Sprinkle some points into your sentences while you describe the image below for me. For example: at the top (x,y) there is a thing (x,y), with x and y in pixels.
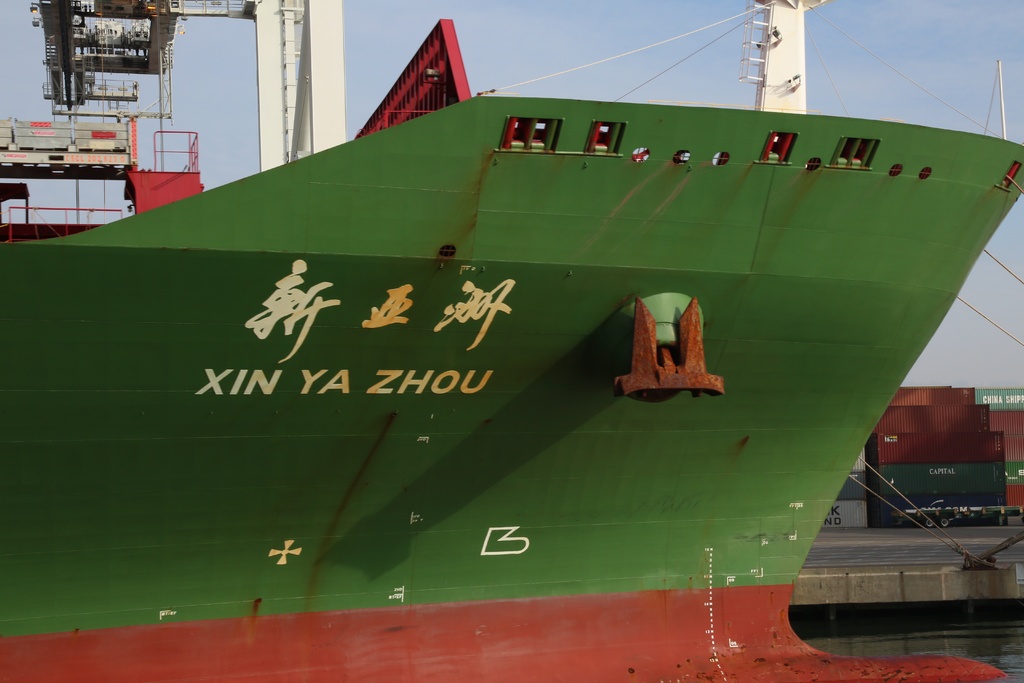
In this image I can see a green colour ship (523,264) and here I can see something is written. In the background (908,77) I can see wires (1006,334), number of cargo containers (904,440) and the sky (672,50).
